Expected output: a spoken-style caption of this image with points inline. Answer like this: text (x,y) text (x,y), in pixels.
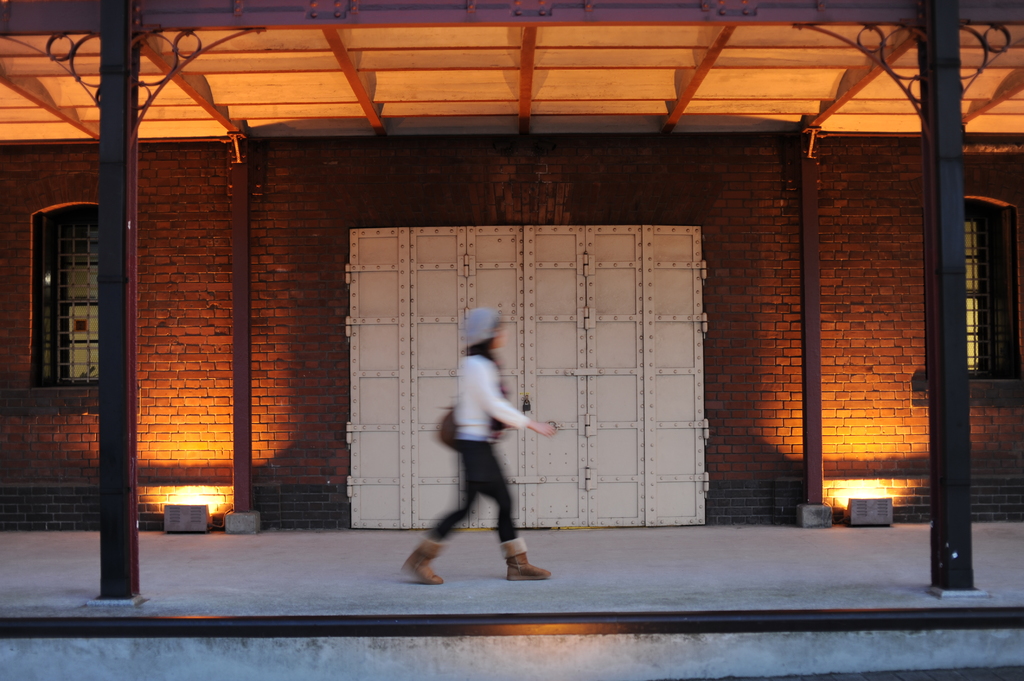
This is a building (980,136) with a metal door (377,247) and a woman (476,323) moving through the corridor (537,610).
